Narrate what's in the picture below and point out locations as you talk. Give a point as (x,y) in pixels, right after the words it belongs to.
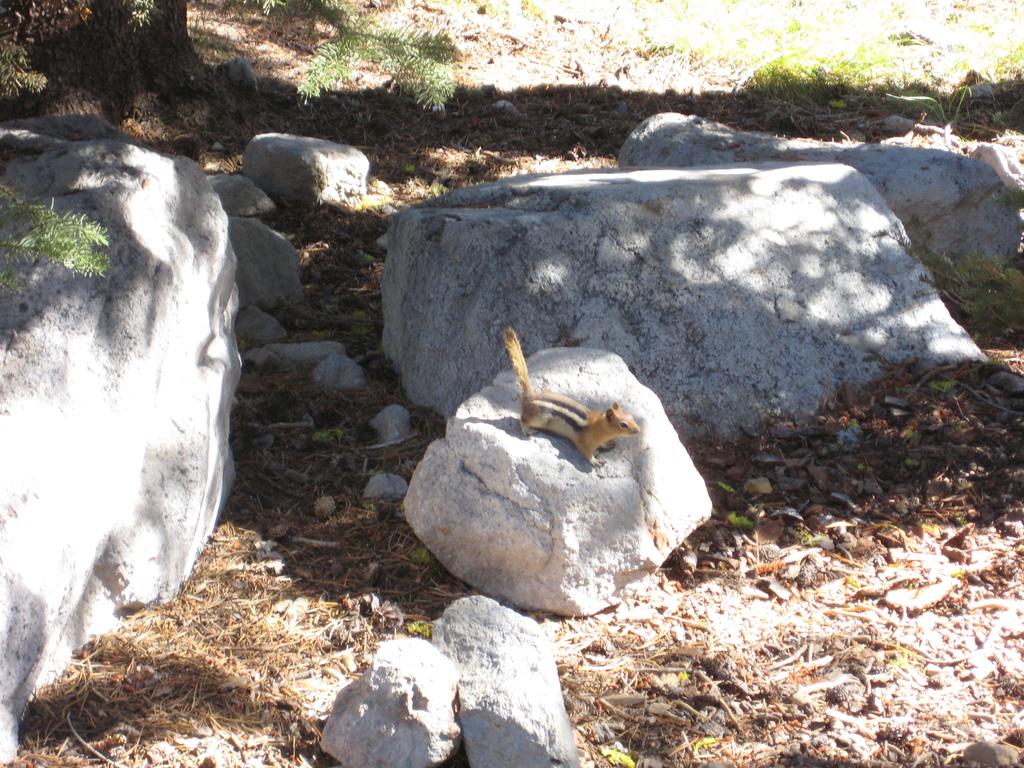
In the picture we can see the surface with some rocks (699,383) and on the rock (664,457) we can see a squirrel (609,441) and behind it we can see the grass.
